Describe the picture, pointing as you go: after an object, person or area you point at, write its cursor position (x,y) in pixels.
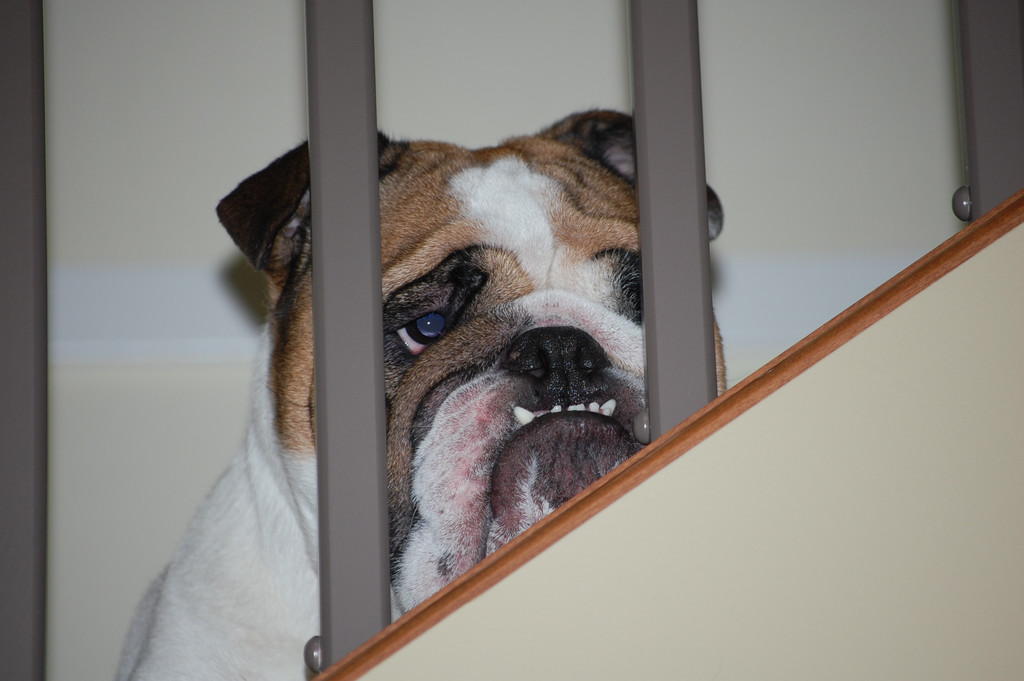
This image consists of a dog (148,599) in white and brown color. In the front (658,274), we can see the metal rods (1010,147). It looks like the dog (267,457) is sitting on the stairs (554,533). In the background (272,11), there is a wall (126,586).
